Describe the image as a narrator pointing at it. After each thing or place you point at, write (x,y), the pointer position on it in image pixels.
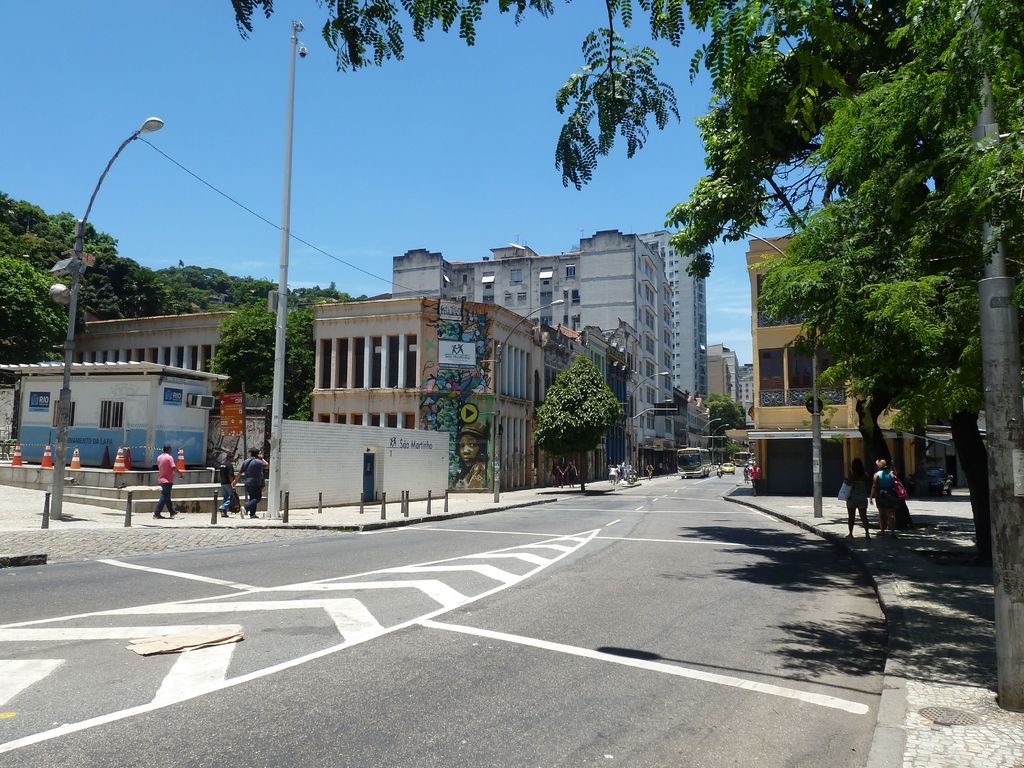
In this picture I can see buildings (449,410), street lights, poles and people (223,497). Here I can see vehicles (698,468) on the road (679,521). In the background (443,120) I can see trees (826,270) and the sky (440,138).
